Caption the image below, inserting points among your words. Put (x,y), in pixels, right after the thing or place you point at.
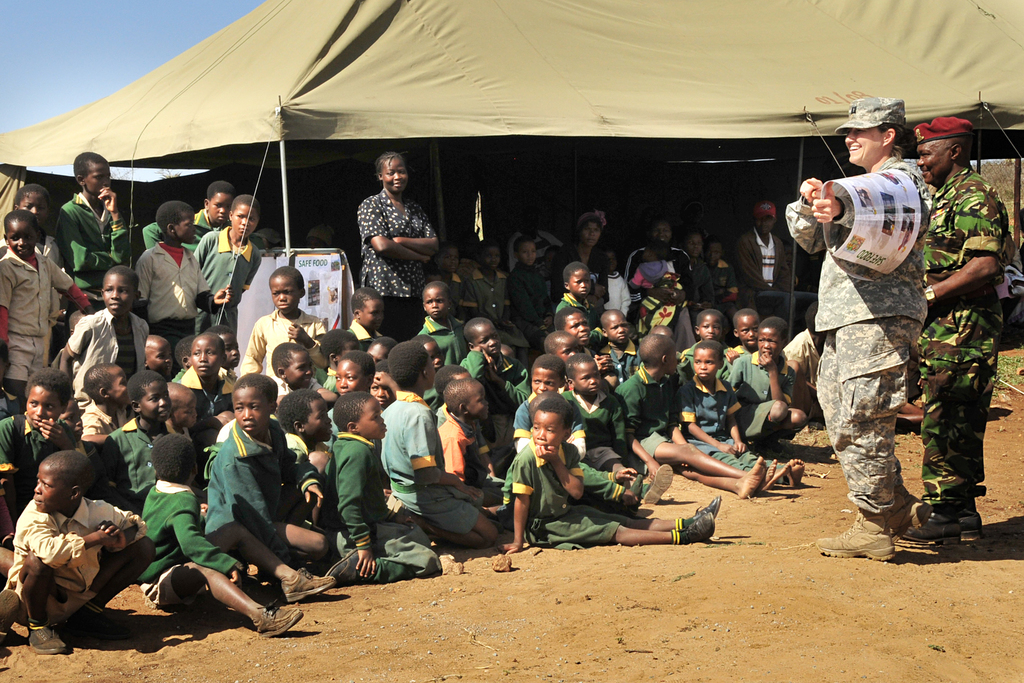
This picture is clicked outside. In the center (391,385) we can see the group of children (400,388) sitting on the ground (652,556) and we can see the group of persons (936,269) standing on the ground (1019,496). In the background (154,21) we can see the sky (48,22), tent (515,78) and some other objects (339,268).
